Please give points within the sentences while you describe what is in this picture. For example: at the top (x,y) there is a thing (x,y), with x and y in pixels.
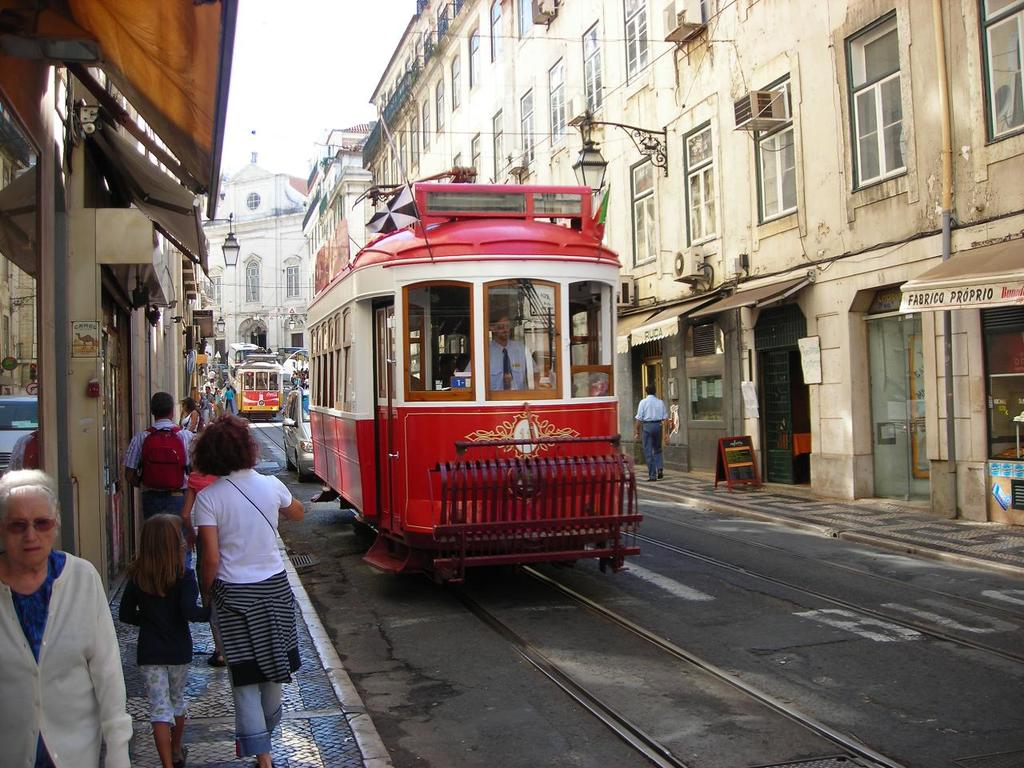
In this image I can see few vehicles (372,517). In front (409,455) the vehicle (396,449) is in red color and I can also see few persons (290,625), some are walking and some are standing, few stalls (789,372), buildings (259,270) in cream and white color, four light poles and the sky (314,81) is in white color.
